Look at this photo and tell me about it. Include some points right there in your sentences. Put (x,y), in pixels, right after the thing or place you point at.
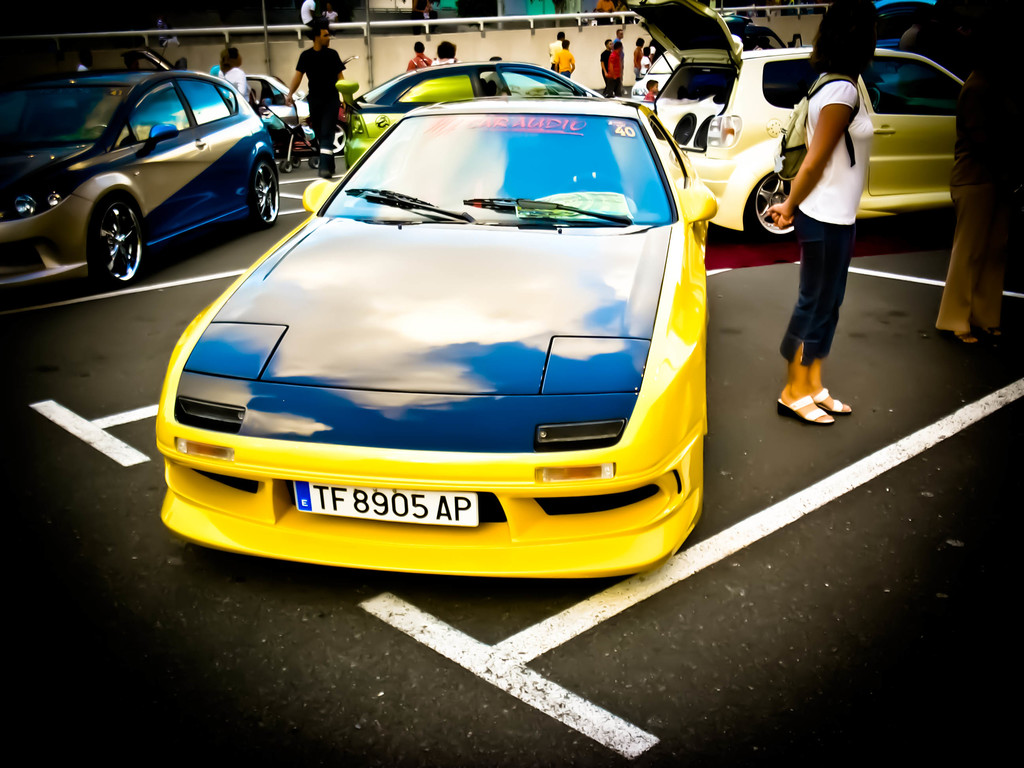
In this image we can see vehicles (426,293) on the road (719,424) and there are people (616,70). In the background (624,53) there is a rod (403,24) and a wall (436,37).
